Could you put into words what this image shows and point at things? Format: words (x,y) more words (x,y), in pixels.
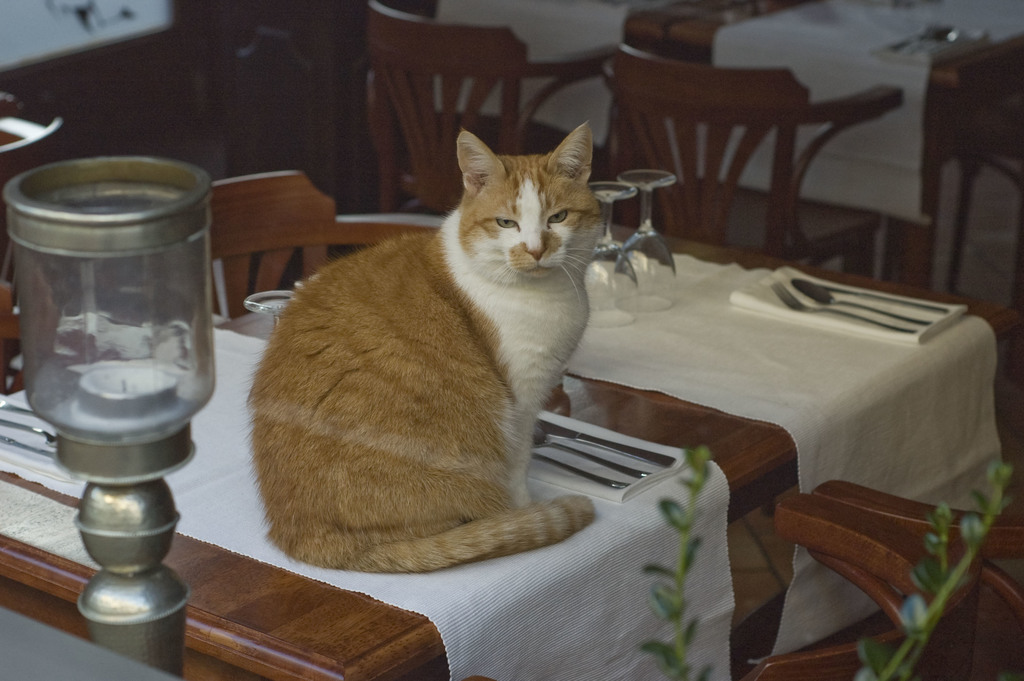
In this room (692,349) there are many chairs (849,228) and table (667,421). A cat (505,495) is sitting on a table (639,434). On the table (595,507) there are spoons (645,471), napkins (645,468), glasses (641,194), tablecloth (622,558). In the left (107,342) there is a candle stand (127,514).
